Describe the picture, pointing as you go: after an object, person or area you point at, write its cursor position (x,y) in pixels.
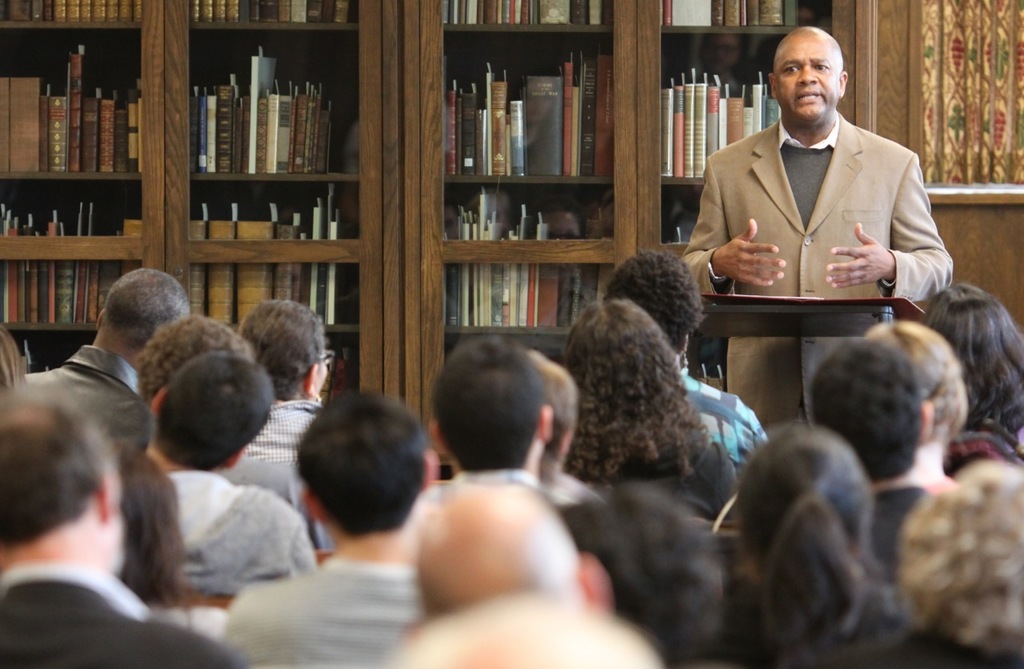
In the foreground of the picture (115,317) there are people (479,419) sitting. On the right (793,187) there is a person (788,245) standing, in front of a podium (728,302) and talking. In the background (486,40) there are books (2,117) in bookshelves (326,183).
